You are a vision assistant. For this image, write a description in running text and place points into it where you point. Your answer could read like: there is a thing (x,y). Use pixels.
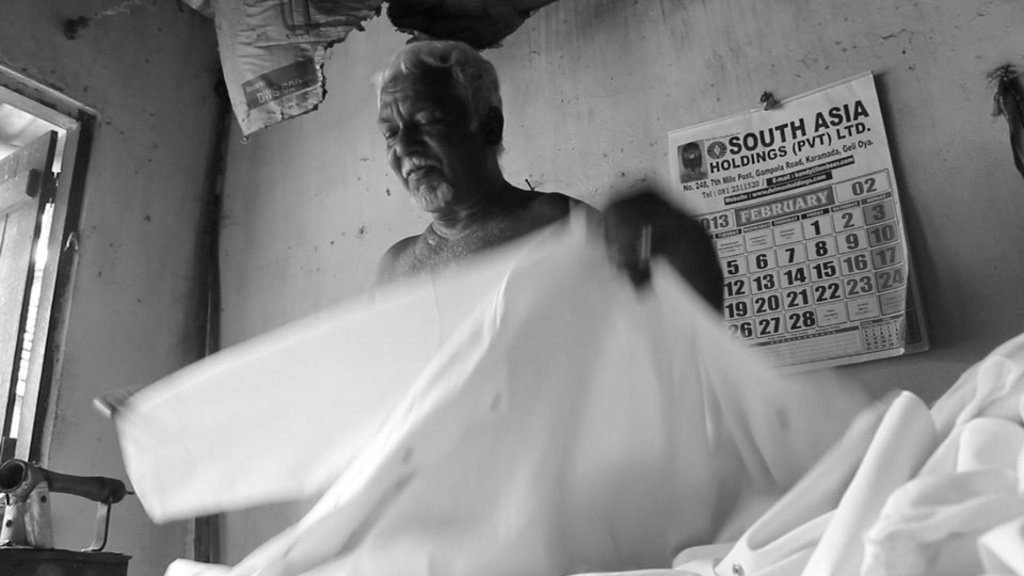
In this image I can see a person (399,100) holding a cloth (533,335), background (768,273) I can see a calendar (837,252) attached to the wall (535,159) and the image is in black and white.
